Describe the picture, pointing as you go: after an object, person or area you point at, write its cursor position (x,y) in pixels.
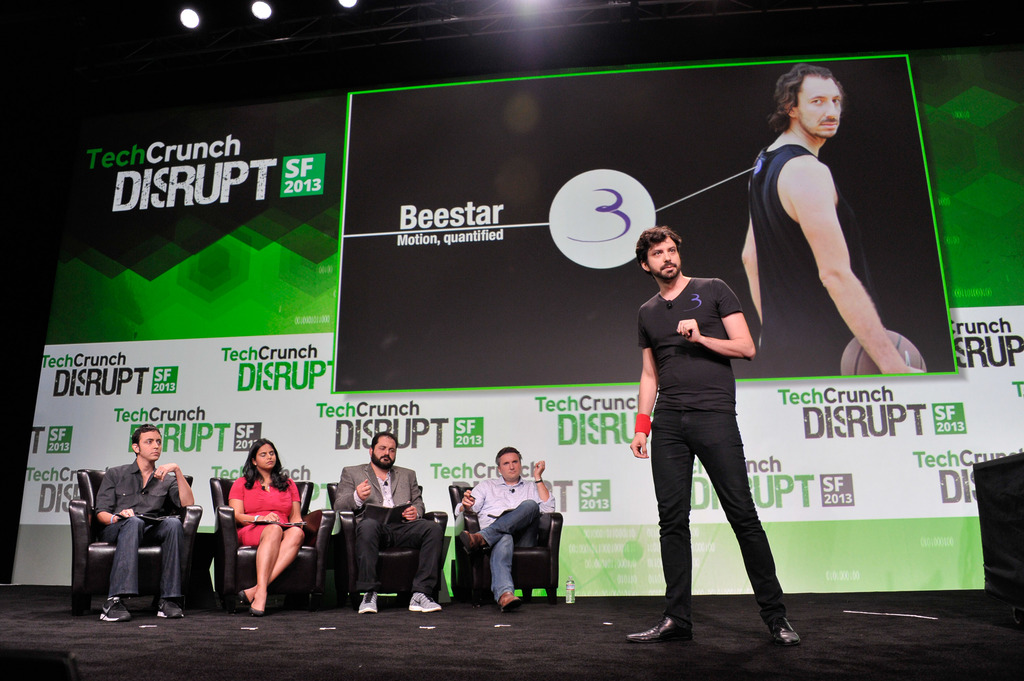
In this image, there are four persons (403,496) wearing clothes (136,492) and sitting on couches (185,560). There is a person (647,340) in the middle of the image (657,331) standing in front of flex board (667,132).
